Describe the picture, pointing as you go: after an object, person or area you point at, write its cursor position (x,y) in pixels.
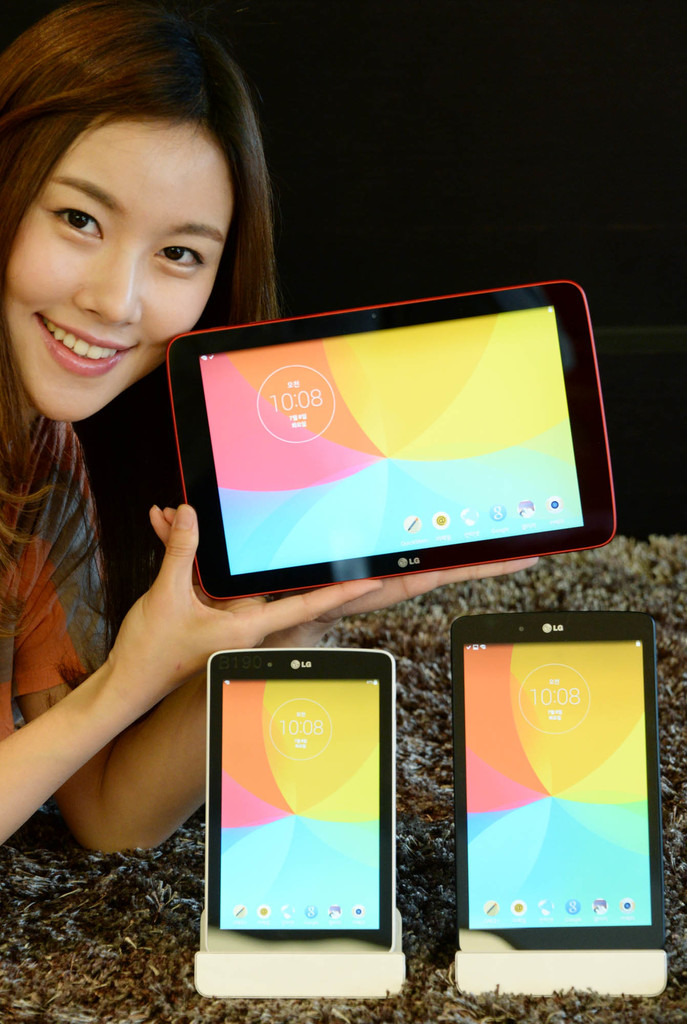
In the image there is a girl (9,222) on left side (11,547) holding a tablet (517,502) in her hand (246,617) and there are two tablets (333,930) on the rug (401,905).
